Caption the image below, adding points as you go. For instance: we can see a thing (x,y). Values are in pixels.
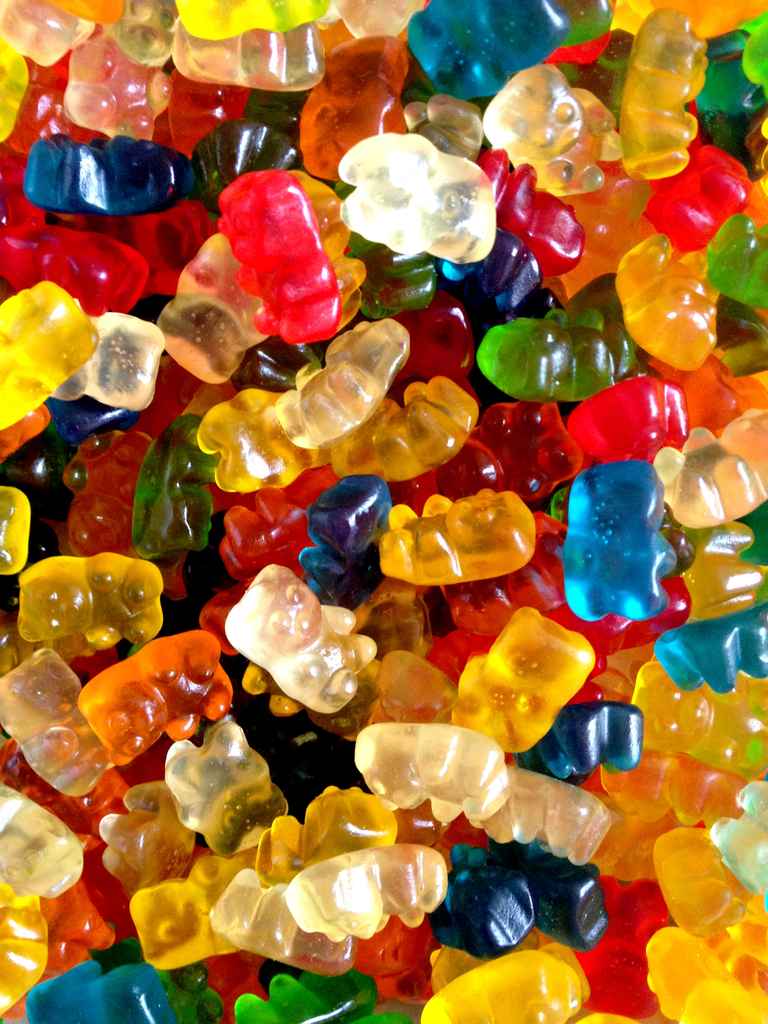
In this image there are jellies (470,480).
